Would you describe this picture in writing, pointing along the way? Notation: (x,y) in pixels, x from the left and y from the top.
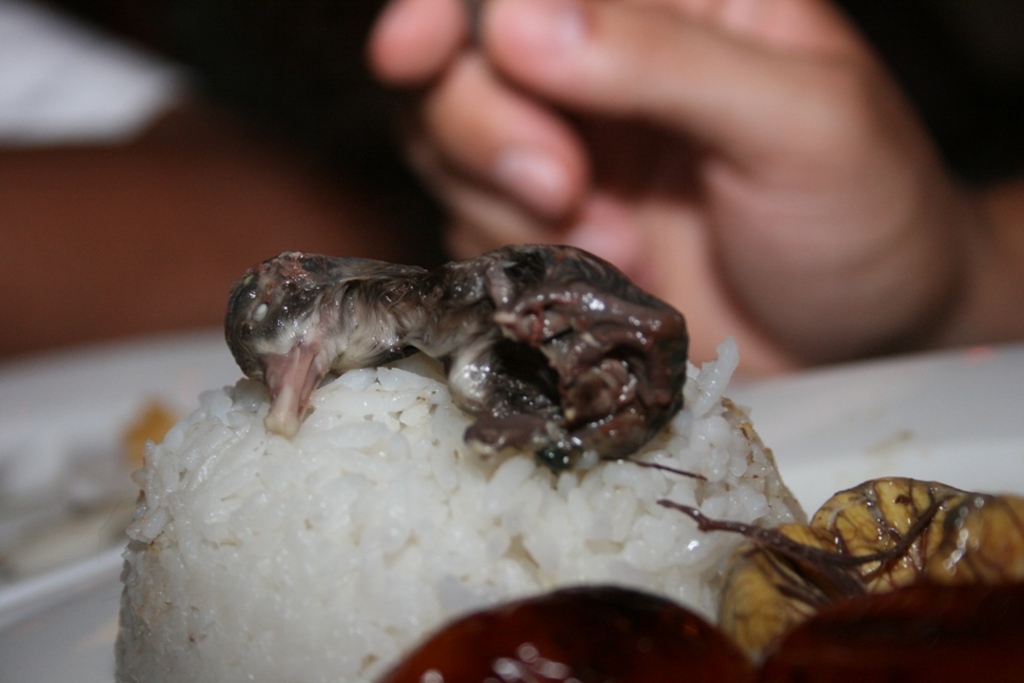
In this picture I can see food (608,506) in the plate (50,499) and I can see a human hand (645,70).
